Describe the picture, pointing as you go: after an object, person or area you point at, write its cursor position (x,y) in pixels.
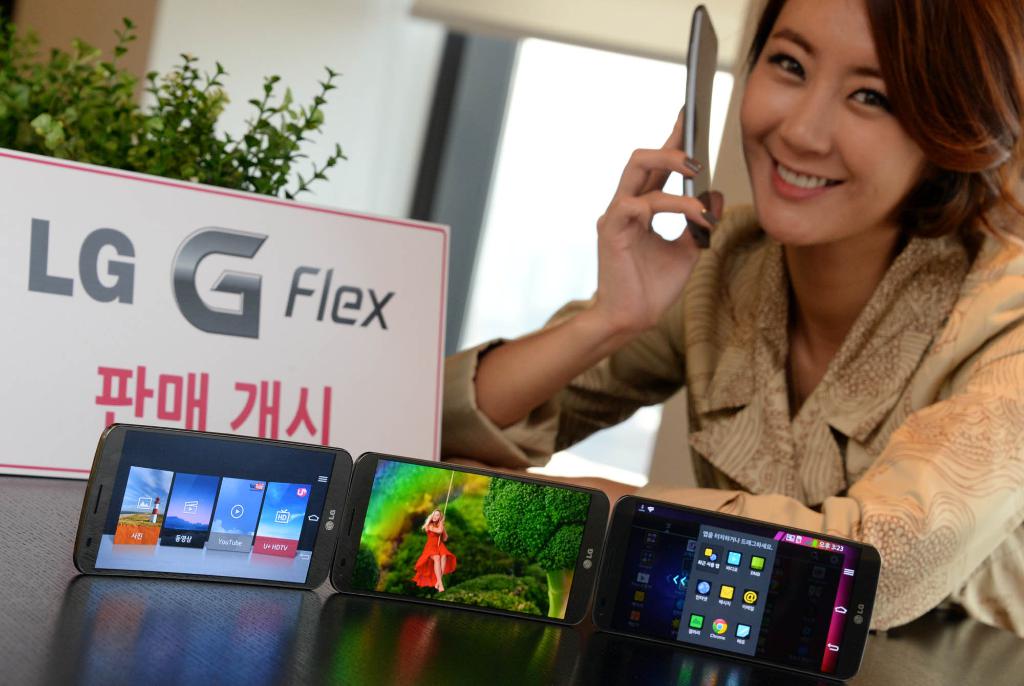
In this image I can see three phones (378,495), a white colour board (230,260), a plant (23,128) and on the board (319,430) I can see something is written. On these phones screens (481,570) I can see applications (735,589) and other things (404,504). On the right side of the image (833,518) I can see a woman (770,412) and I can see she is holding a phone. I can also see smile on her face (854,132).
